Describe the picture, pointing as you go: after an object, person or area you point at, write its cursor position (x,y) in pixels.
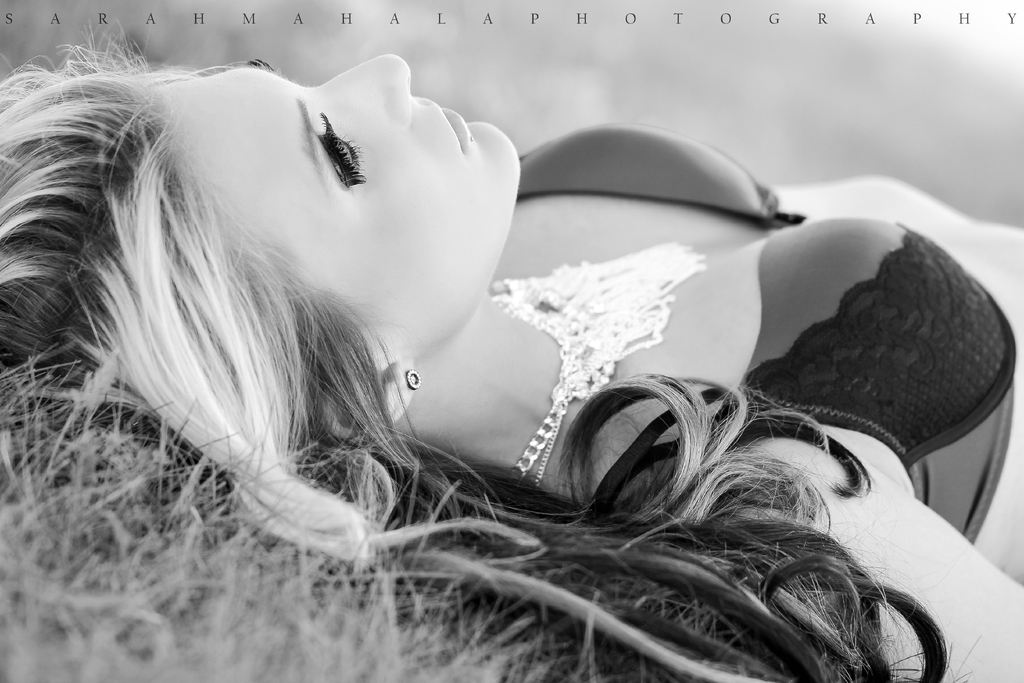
In this image, we can see a woman (804,536) lying on the grass (49,449), she is wearing a jewelry item (540,317) on her neck (501,309).
